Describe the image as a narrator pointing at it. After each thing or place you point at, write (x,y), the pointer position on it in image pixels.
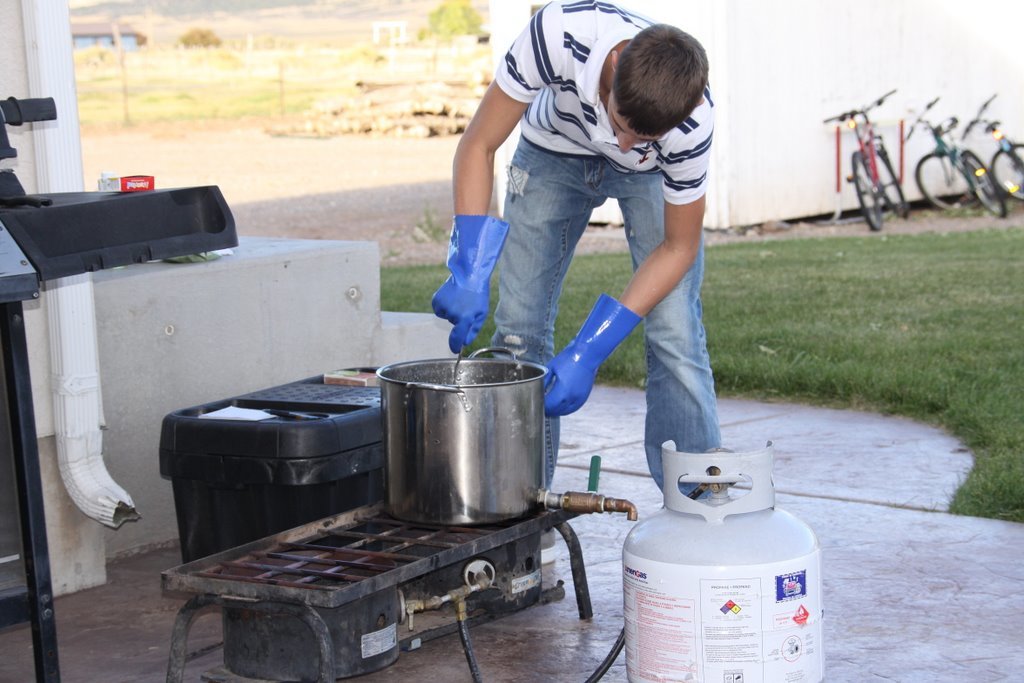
In this image I can see a man (567,231) is standing and I can see he is wearing blue colour gloves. In the front of him I can see a white colour cylinder (664,527), a black pipe (619,646), a gas stove (352,519) and a black colour thing (382,479). On this gas stove (416,530) I can see a steel utensil (503,423). On the left side of this image (12,182) I can see a black colour thing (74,268) and on the right side of this image (809,267) I can see grass ground (807,252) and three bicycles (901,204). In the background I can see few trees (467,16).
